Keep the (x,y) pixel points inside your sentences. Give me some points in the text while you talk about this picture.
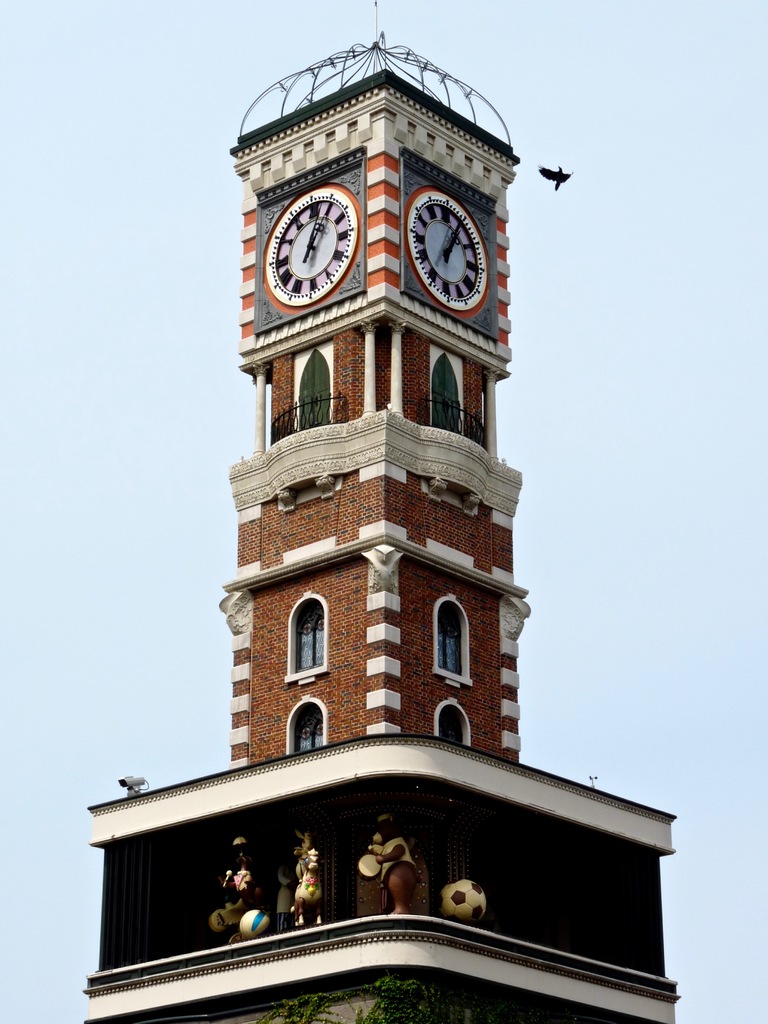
In the picture we can see a clock tower (508,978) with two clocks (456,306) to it side by side and in the background (673,287) we can see a sky (567,416).
